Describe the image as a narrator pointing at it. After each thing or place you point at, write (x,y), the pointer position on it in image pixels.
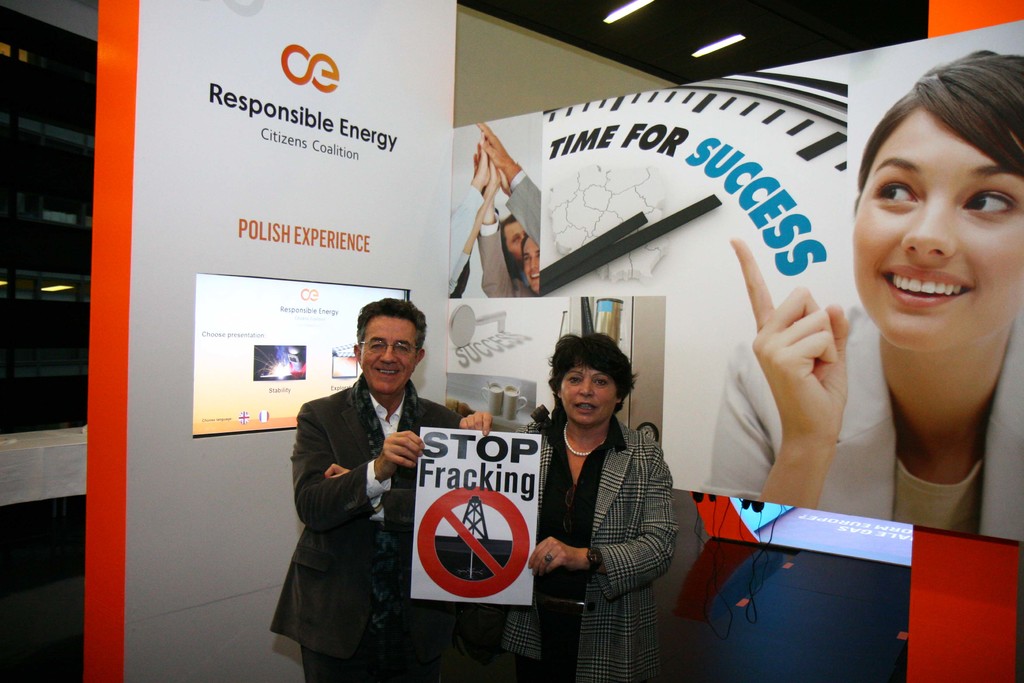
This image is taken indoors. In the background (197,531) there is a wall (557,74) and there are a few boards (362,243) and banners (850,375) with a few images (658,278) and text (299,108) on them. At the top of the image (709,15) there is a ceiling (797,38) with lights (635,10). In the middle of the image (361,425) a man (341,400) and a woman (623,551) are standing on the floor (661,666) and they are holding a poster (458,507) with a text (466,446) on it.
